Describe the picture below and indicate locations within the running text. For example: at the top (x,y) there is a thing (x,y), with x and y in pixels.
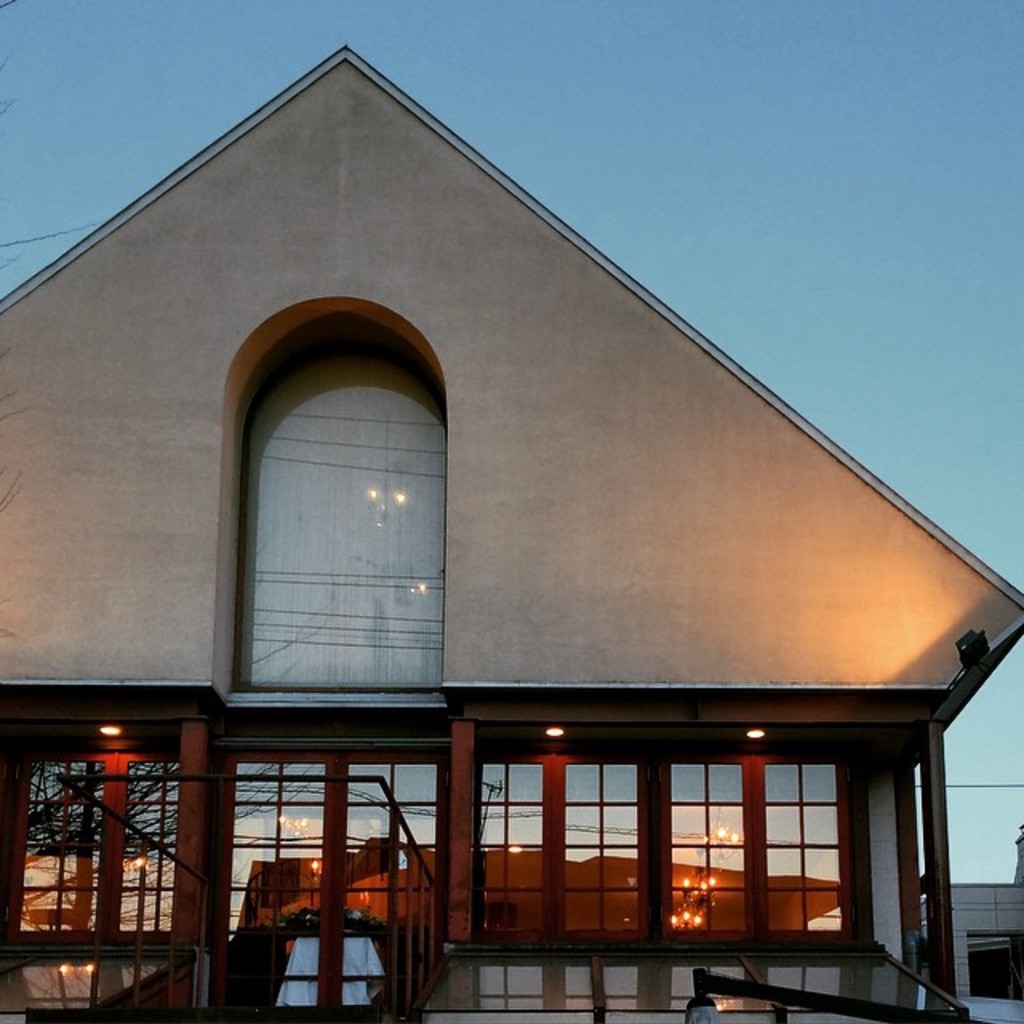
In this image I can see a house (570,1001), glass windows (700,775) and lights (690,910). The sky (785,158) is in white and blue color.
